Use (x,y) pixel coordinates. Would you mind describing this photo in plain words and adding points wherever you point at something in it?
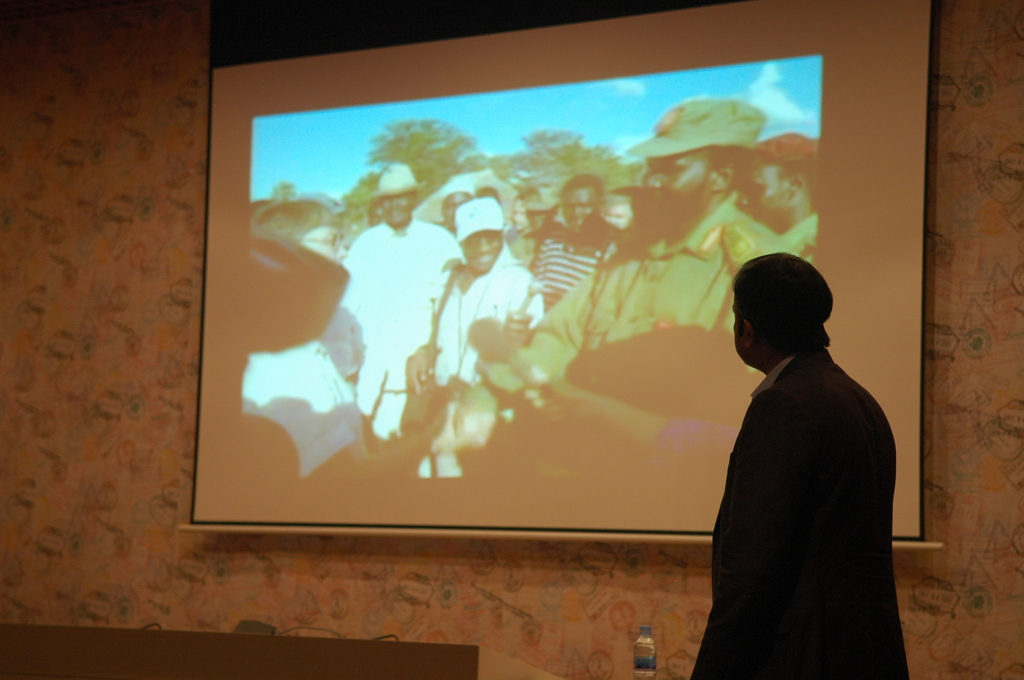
In this picture we can see a wall (129,362). This is a projector screen (667,285). We can see sky (565,109) here. This is a tree (432,151). There are a group of people (602,291) discussing something. This is a bottle (640,659). There is a man (798,532) standing in front of the screen (590,365).
